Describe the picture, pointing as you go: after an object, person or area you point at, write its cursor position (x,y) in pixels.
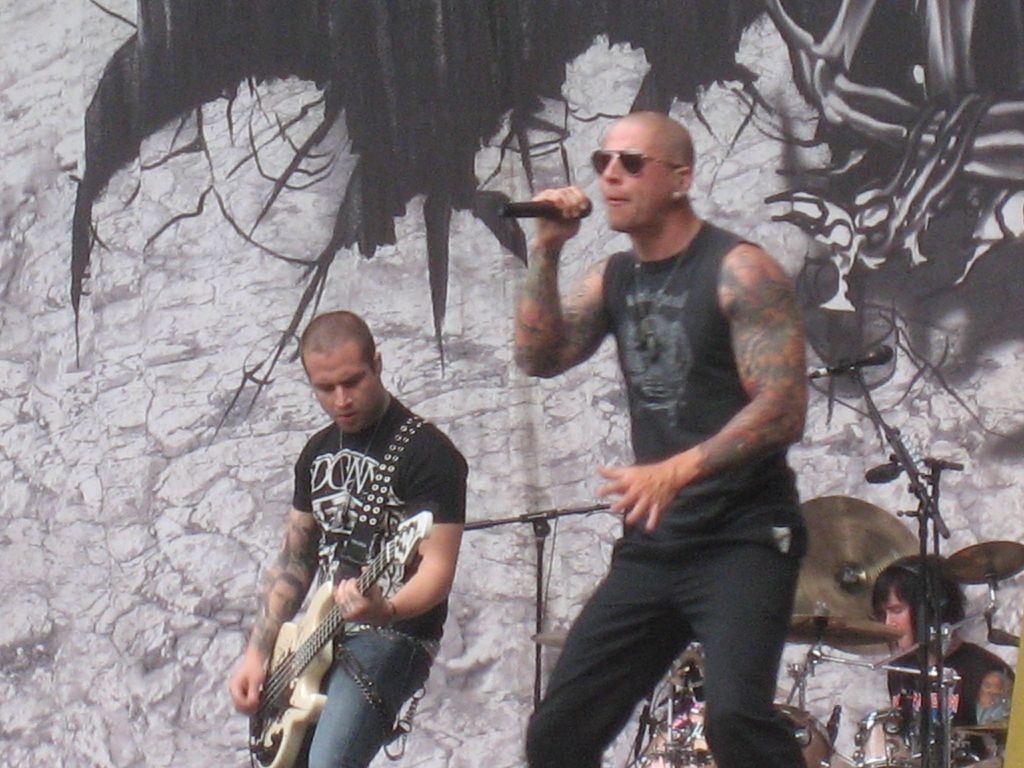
A person (667,418) wearing a black shirt (669,376) and black pants (705,551) is singing and holding a mic (541,210). Behind him another person (343,615) is holding a guitar (323,654) and playing. In the back (907,674) a person (909,664) is sitting and playing drums (865,626). In the background (176,200) there is a painting (312,244) on the wall (282,289).
